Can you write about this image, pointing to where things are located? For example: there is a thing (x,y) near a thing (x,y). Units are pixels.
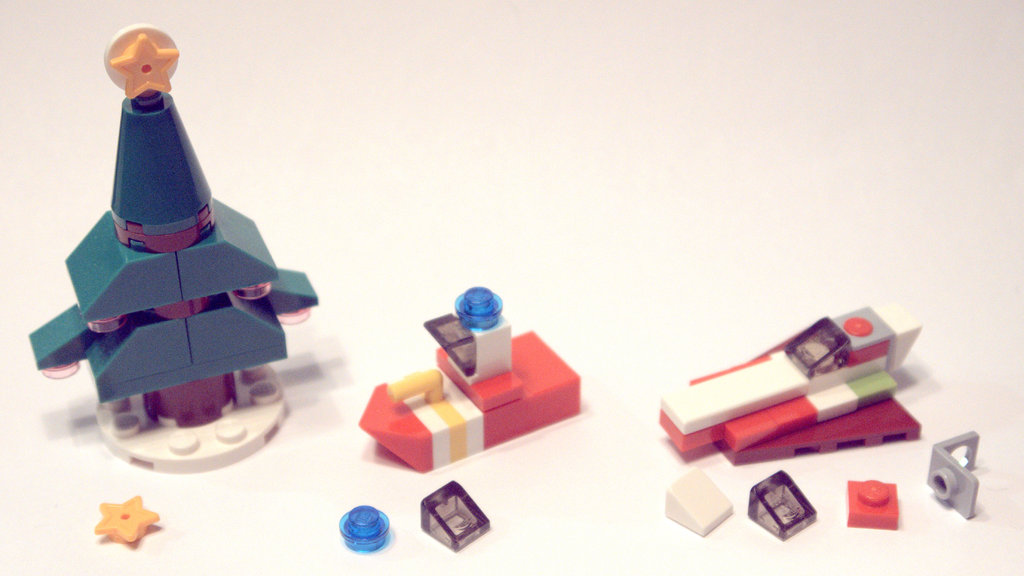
In this image there are some objects (131,80) on the floor (799,555).
